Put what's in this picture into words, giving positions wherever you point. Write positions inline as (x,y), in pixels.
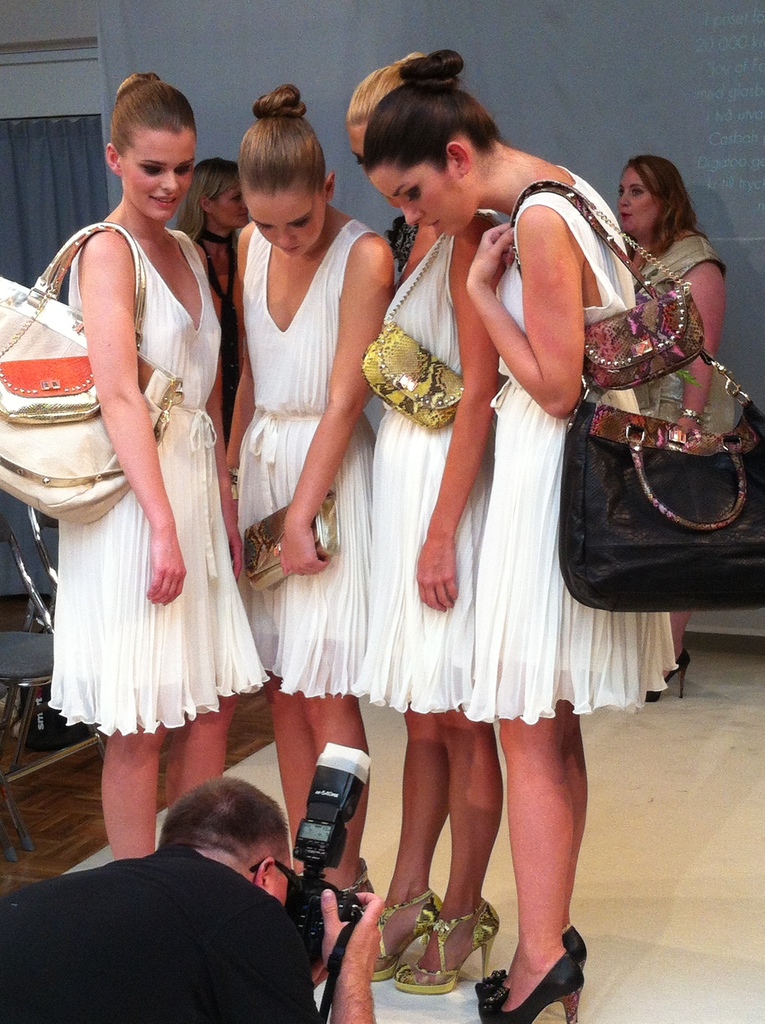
In the image in the center (419,342) we can see few people (295,451) were standing and holding handbags (154,376) and they were smiling. In the bottom of the image, we can see one person (249,974) bending and holding camera (310,875). In the background (568,52) there is a wall (566,45), curtain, chair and few people (239,354) were standing.
